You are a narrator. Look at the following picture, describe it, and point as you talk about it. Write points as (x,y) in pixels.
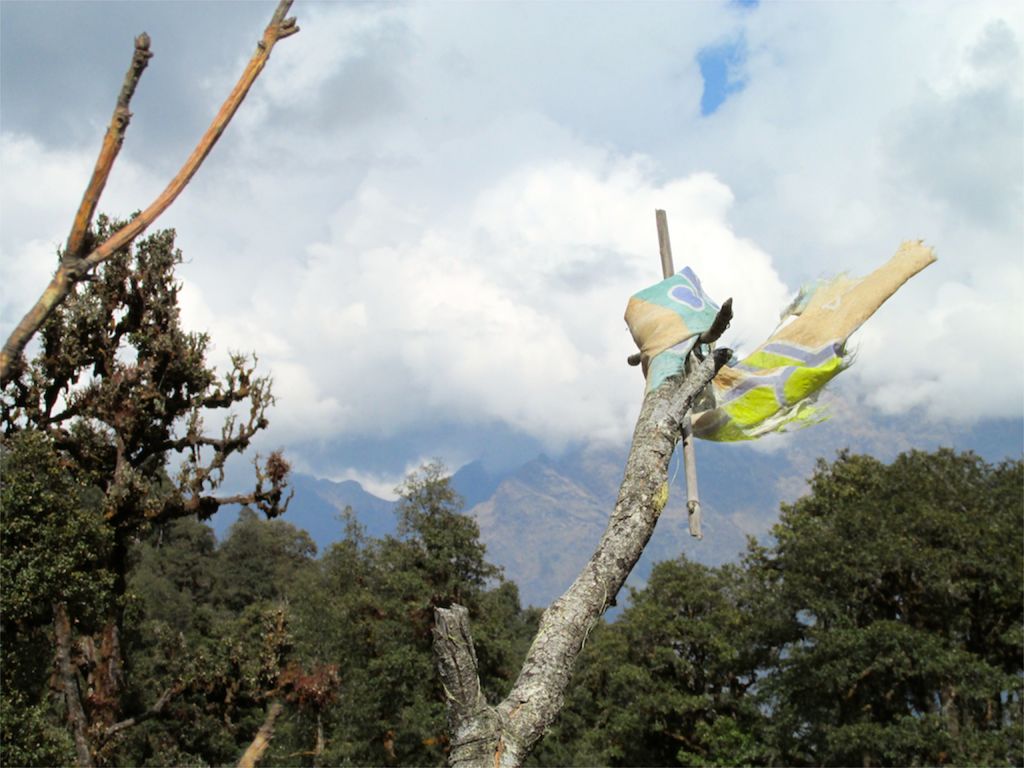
In this image there are trees (789,635) and there is a cloth (724,381) on the one of the trees (654,401). In the background (480,414) there are mountains (775,501) and the sky (449,245).
